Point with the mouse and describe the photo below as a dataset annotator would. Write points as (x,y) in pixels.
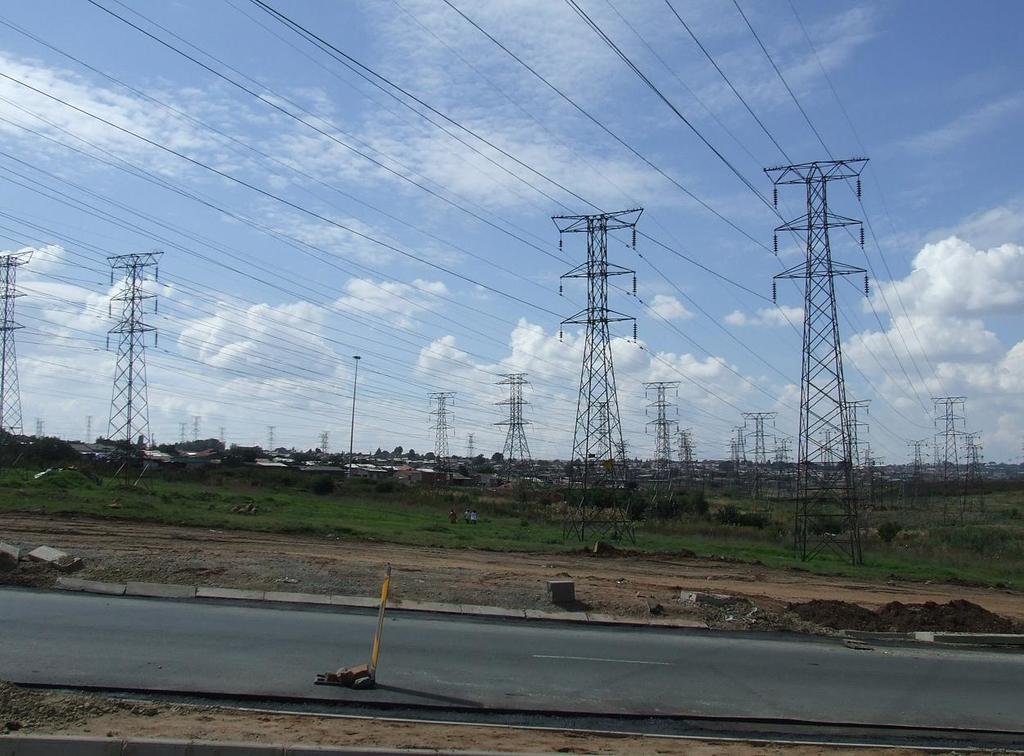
In this image we can see sky (754,134) with clouds (895,362), electric poles (836,276), electric cables (228,260), trees (295,467), buildings (529,466), persons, ground (383,548) and road (152,630).
